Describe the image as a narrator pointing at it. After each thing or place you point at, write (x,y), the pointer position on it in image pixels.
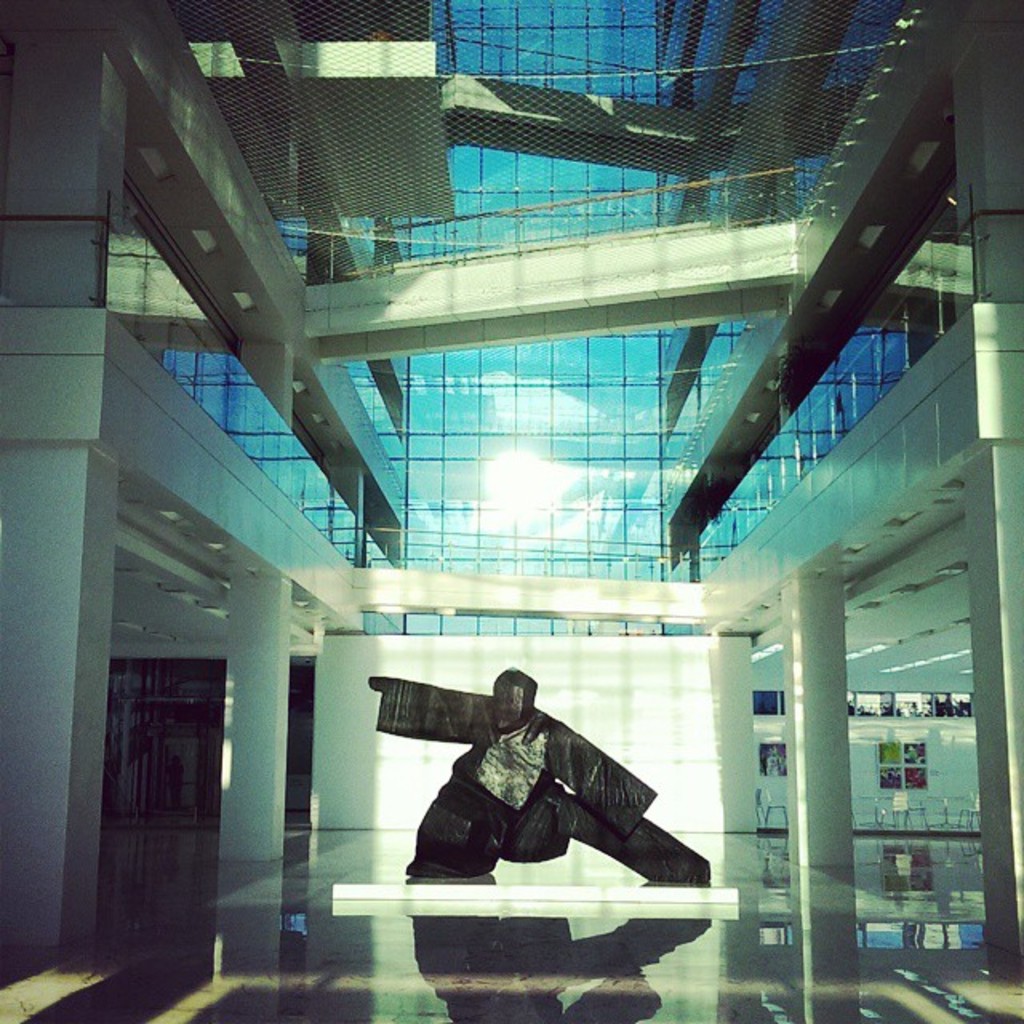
In this image there is a statue (486,774) in the middle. In the background (502,366) there is a building (441,372) with the glasses (502,380). There are pillars (241,683) on either side of the statue (564,739). At the bottom (468,1016) there is floor (468,1016).
